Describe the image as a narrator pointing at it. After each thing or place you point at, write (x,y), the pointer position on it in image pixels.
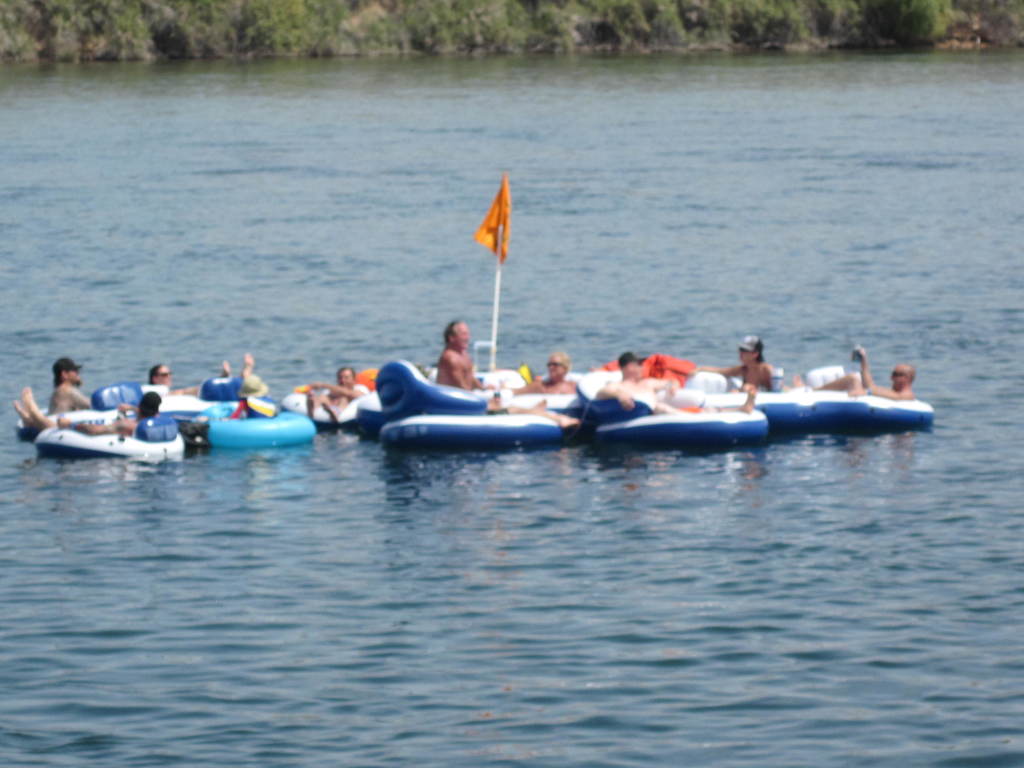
In the middle of the image (437,463) there is water (62,115). Above the water (30,125) few people (911,398) are sitting on boats (456,390). At the top of the image (98,52) there are some trees (150,52).
